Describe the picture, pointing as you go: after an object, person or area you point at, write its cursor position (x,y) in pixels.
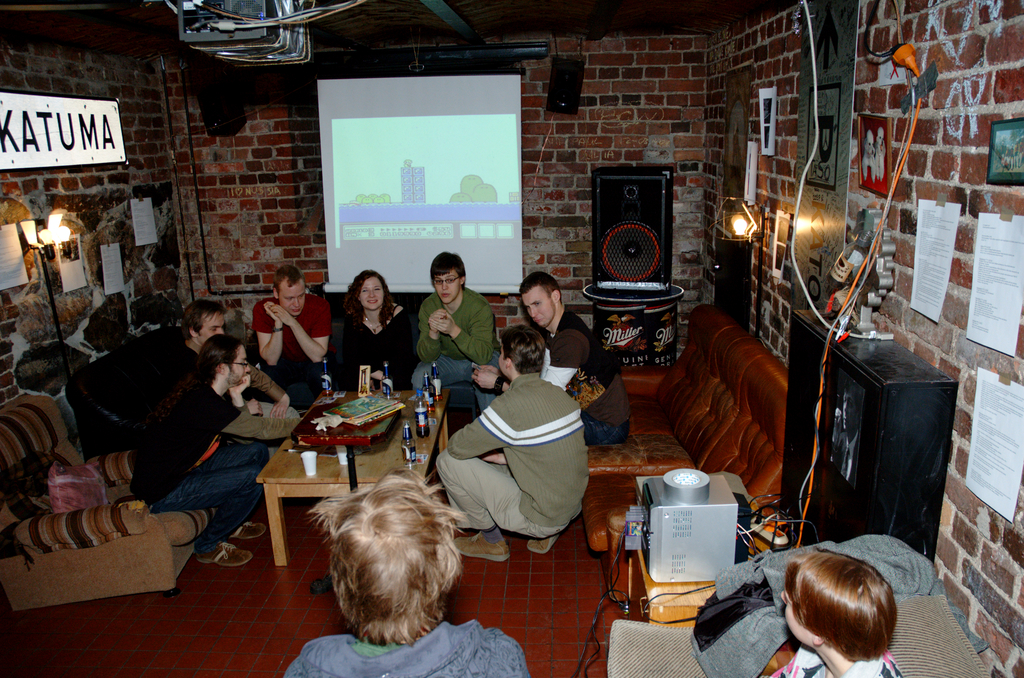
A group of people (298,350) sat around a table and talking among themselves.
